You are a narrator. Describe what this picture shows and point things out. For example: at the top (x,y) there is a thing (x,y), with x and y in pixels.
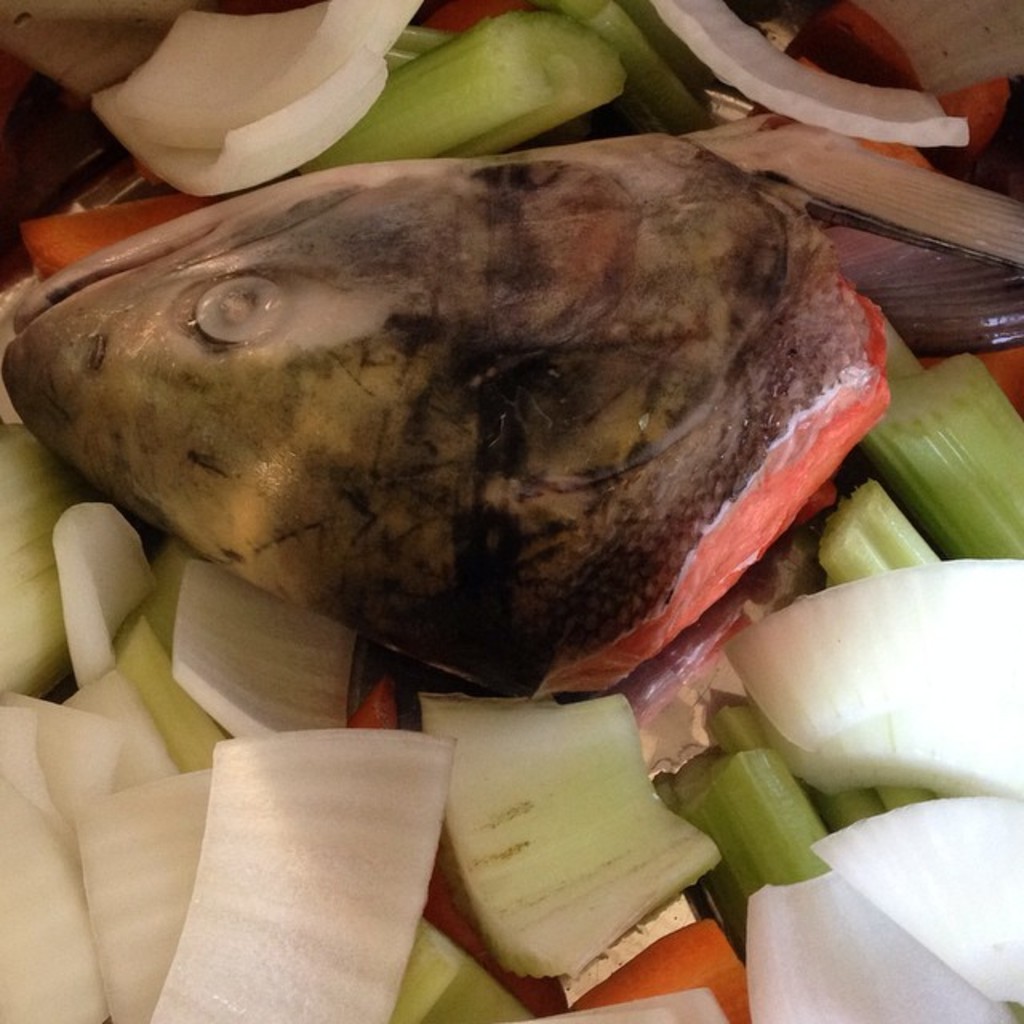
It is the head (282,356) of a fish (435,422), these are the onion pieces (363,4).
